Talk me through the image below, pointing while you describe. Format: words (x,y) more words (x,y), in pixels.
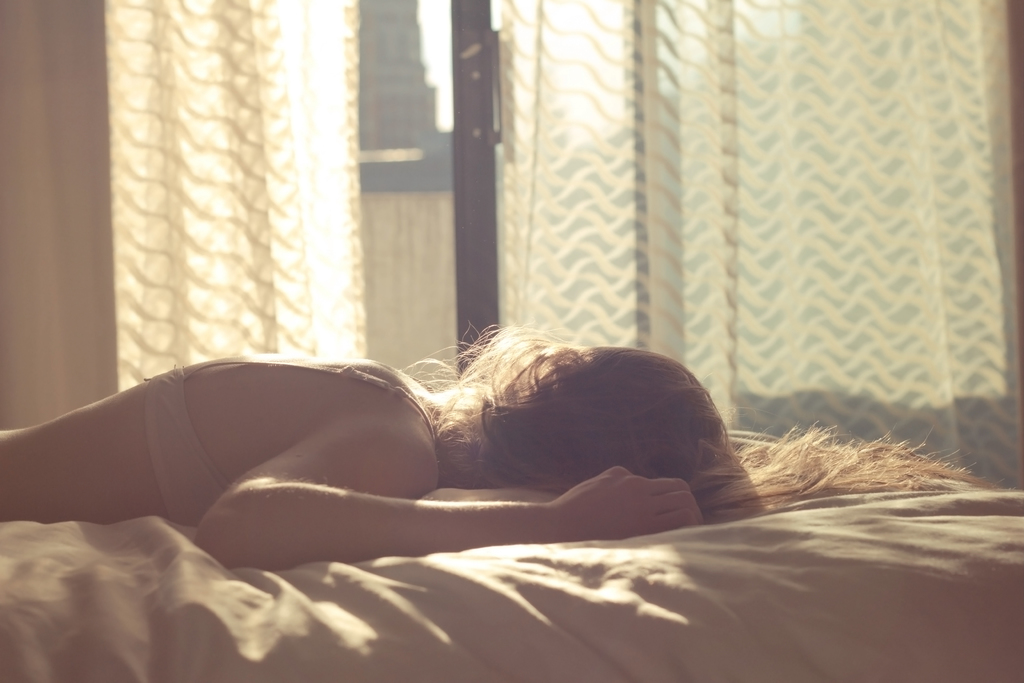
In this picture we can see a person (41,472) lying on the bed (253,615). There are curtains (335,299) and other objects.
